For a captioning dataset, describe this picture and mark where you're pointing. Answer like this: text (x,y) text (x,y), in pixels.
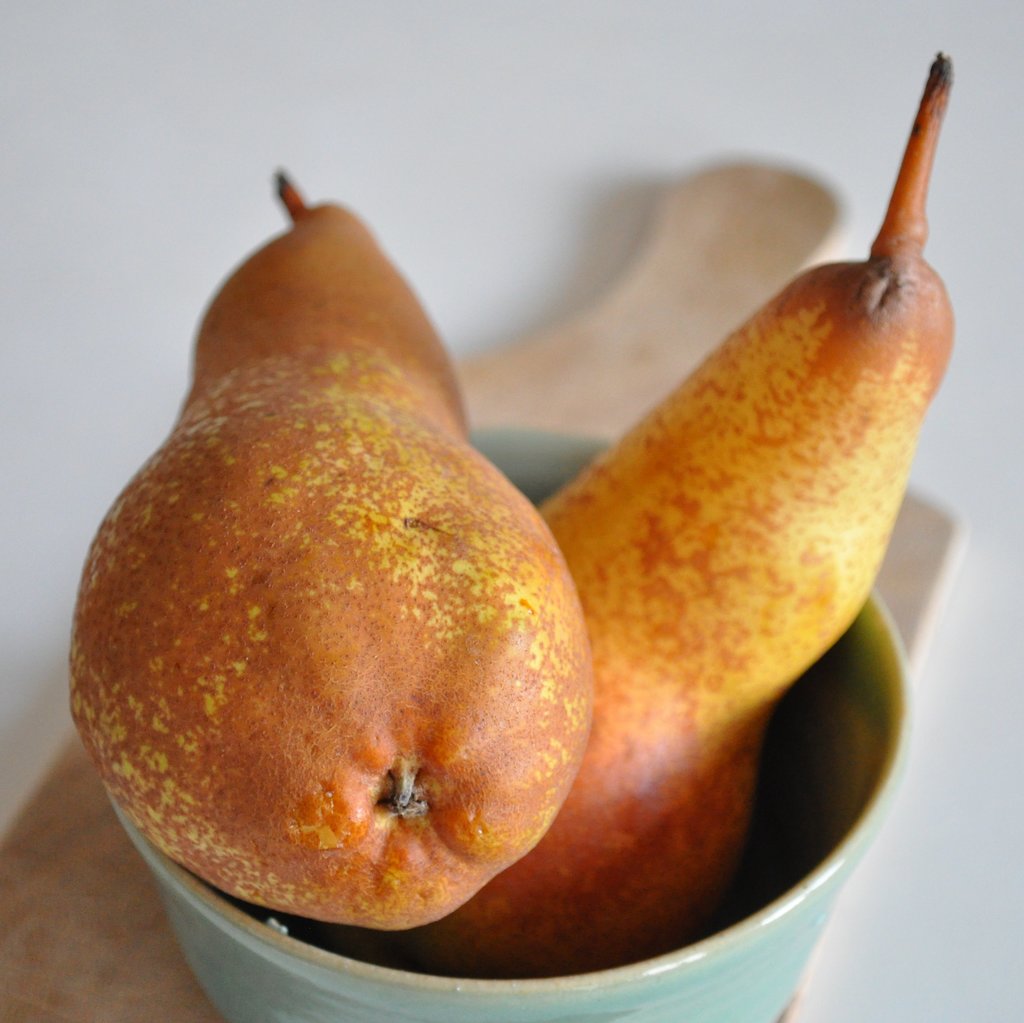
In this image I can see fruits (666,668) in a bowl (753,887). They are in yellow, brown and orange color. Background (285,27) is in white color.
